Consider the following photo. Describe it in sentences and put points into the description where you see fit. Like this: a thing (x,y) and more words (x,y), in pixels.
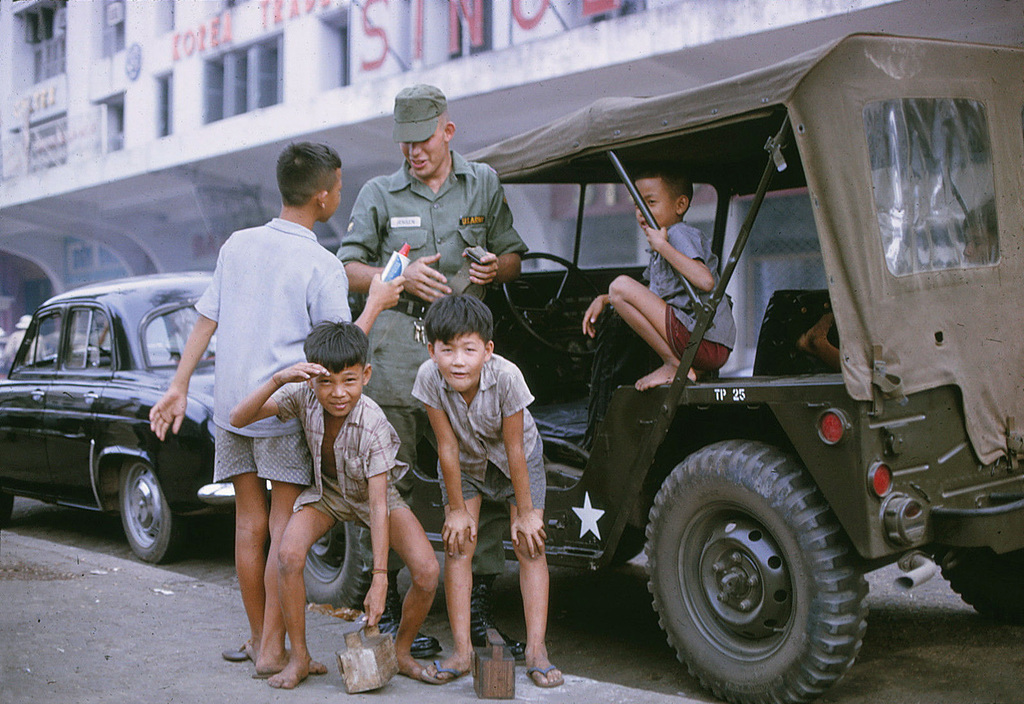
In this image we can see few persons (504,495) in the foreground (532,467) and among few people (315,407) are holding objects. Behind the persons (352,369) we can see vehicles (544,259) and a building (313,101). On the building (289,81) we can see some text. On the left side (19,336), we can see a person (24,319).
